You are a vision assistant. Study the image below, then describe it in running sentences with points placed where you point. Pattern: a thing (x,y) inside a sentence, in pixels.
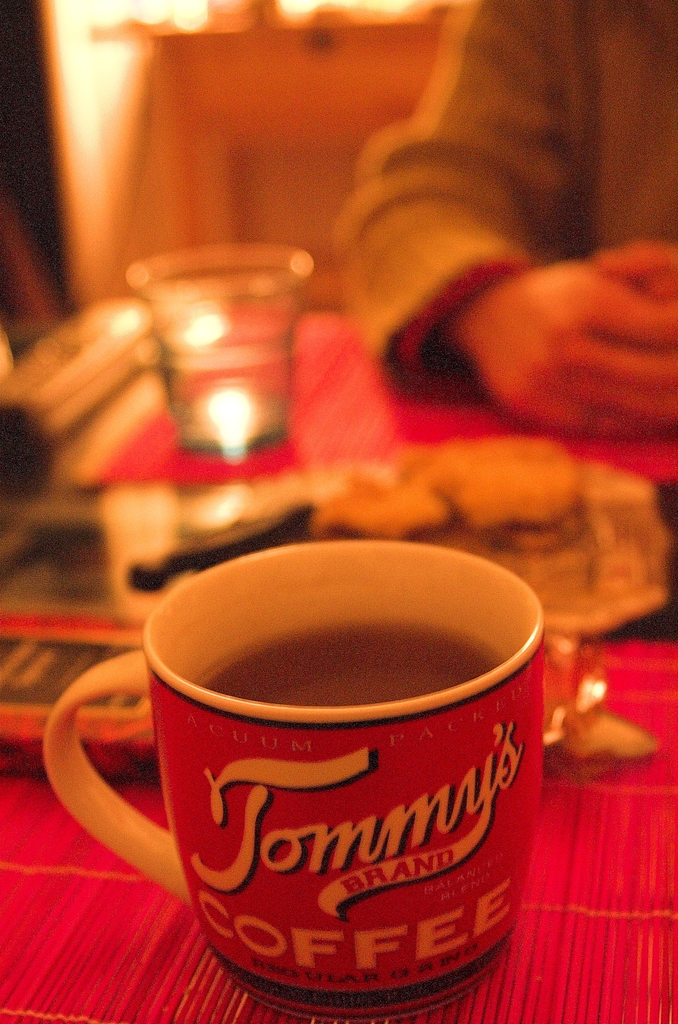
In this image we can see a cup (470,798) with liquid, glass (191,309), and objects (38,648) on a platform (674,619). Here we can see hand (649,419) of a person (519,284). There is a blur background (143,21).
